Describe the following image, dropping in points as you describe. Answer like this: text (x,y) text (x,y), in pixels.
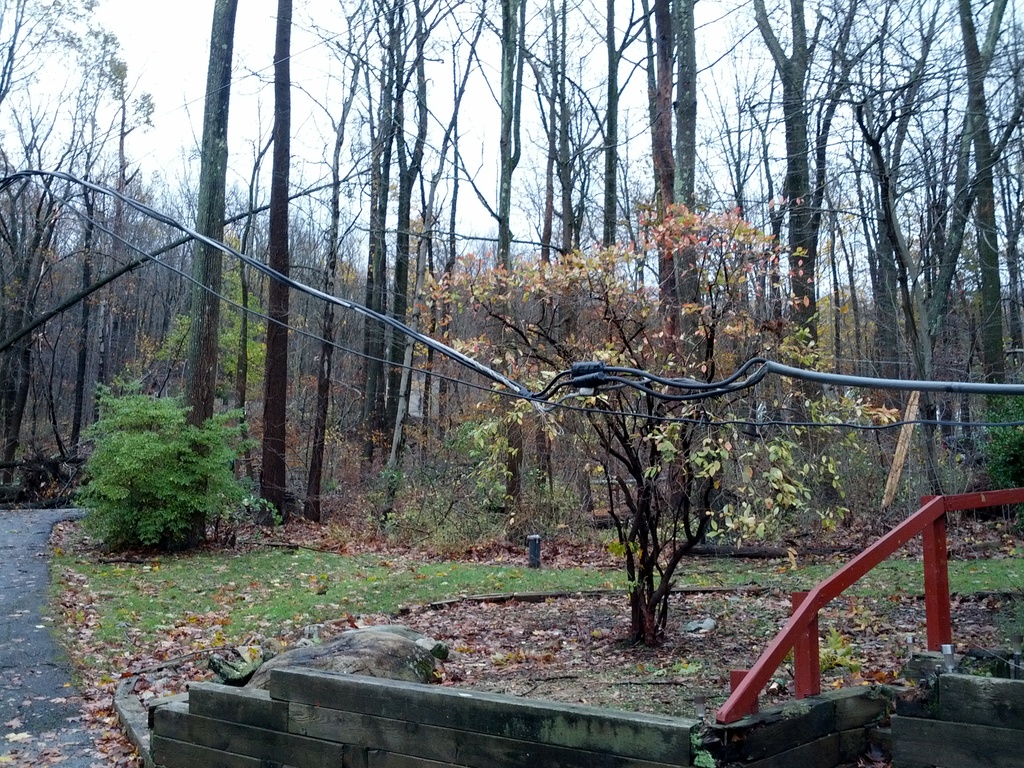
In this image I can see number of trees (530,420) and in the front (839,382) I can see few wires (505,384), red color railing (787,651) and the wall (954,721).
